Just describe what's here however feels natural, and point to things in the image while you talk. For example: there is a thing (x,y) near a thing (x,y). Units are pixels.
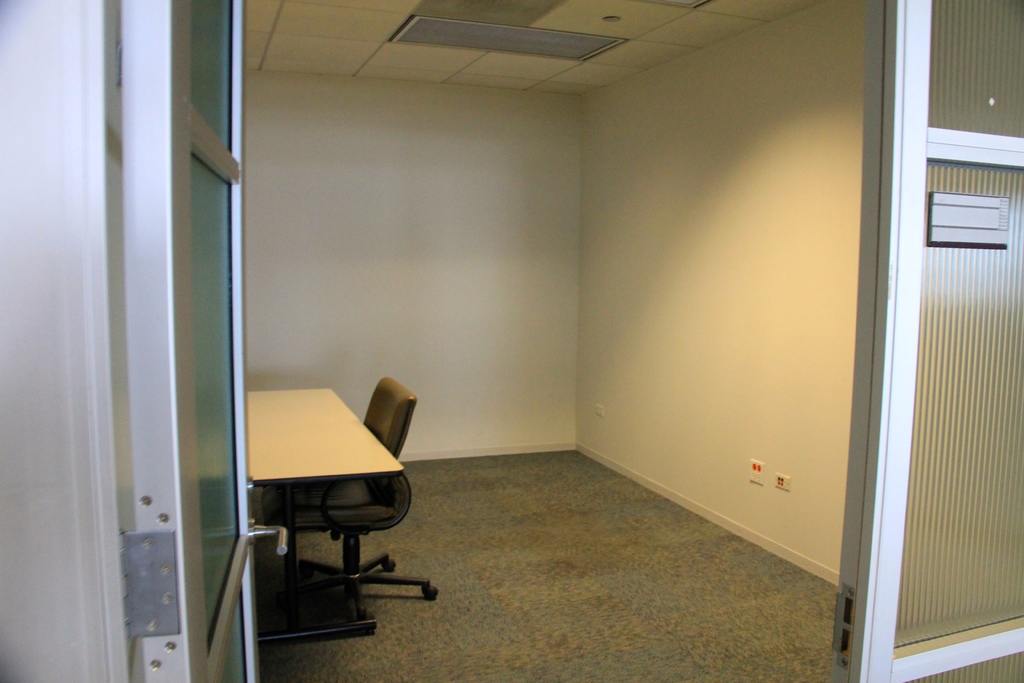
This picture is clicked inside the room (659,682). In the foreground (912,179) we can see the doors (974,512). On the left (308,420) we can see a chair (358,613) and a table (295,612) placed on the ground (531,548). In the background (555,253) we can see the wall (732,285), wall socket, roof (579,6) and ceiling lights (544,46).
